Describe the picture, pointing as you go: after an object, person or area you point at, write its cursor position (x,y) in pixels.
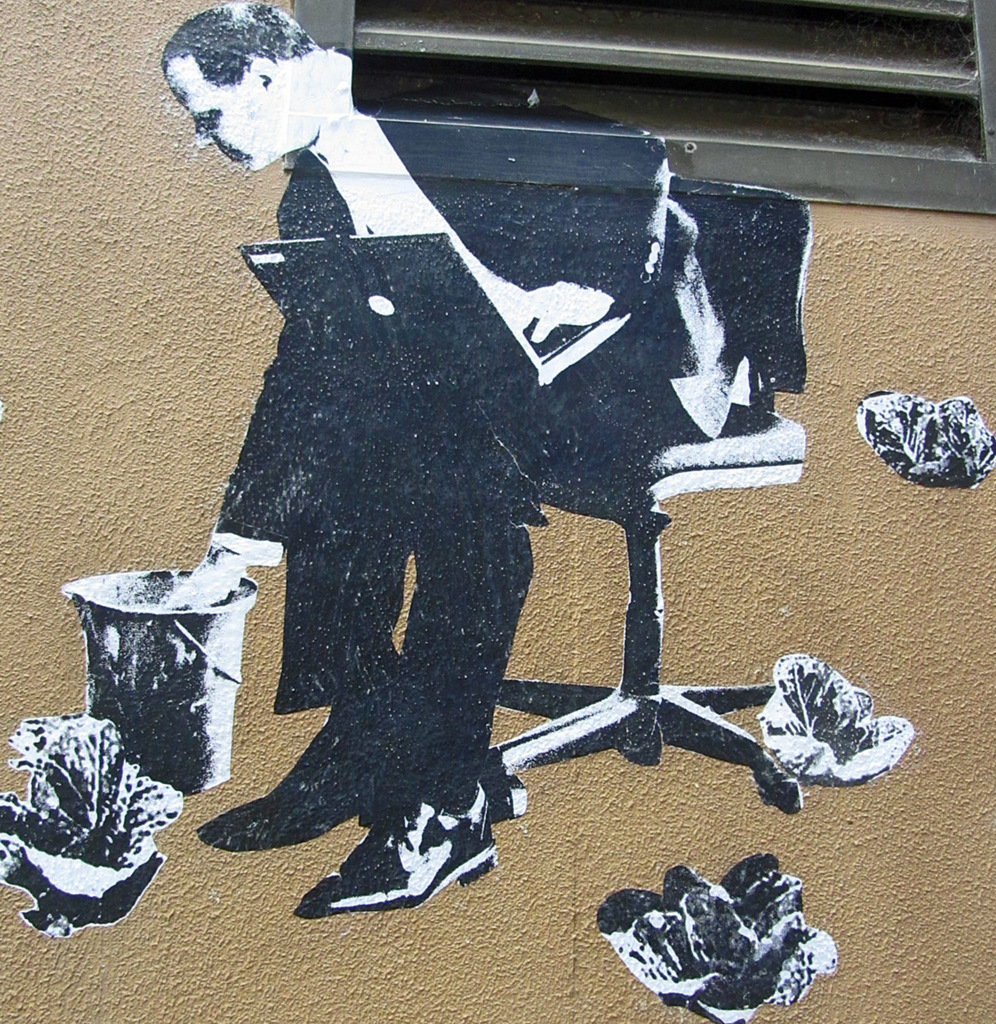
In the image we can see there is a painting (66,867) which is done on the wall (555,764). There is a painting (513,363) of the person (627,213) sitting on the chair (782,256) and there is a laptop (474,341) on his lap (539,408). There is a dustbin (189,660) on the floor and the painting (466,676) is in black and white colour. There is a ventilation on the wall (695,809).
